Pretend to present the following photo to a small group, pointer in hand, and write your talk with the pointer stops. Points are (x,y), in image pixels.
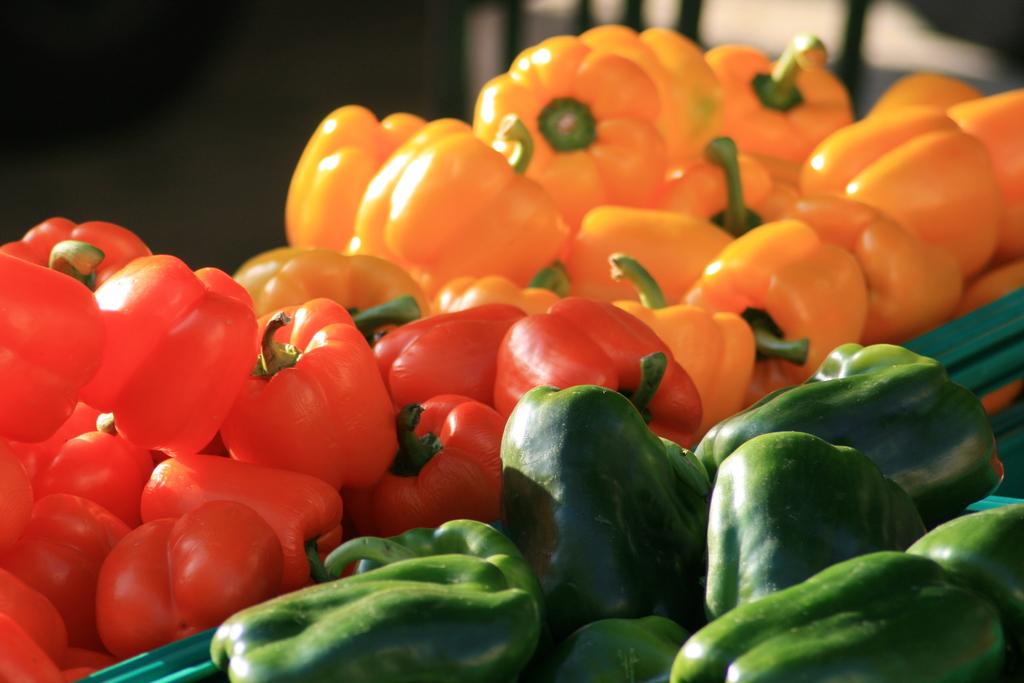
In the foreground of this image (413,322), there are red, yellow and green capsicums (754,415).
